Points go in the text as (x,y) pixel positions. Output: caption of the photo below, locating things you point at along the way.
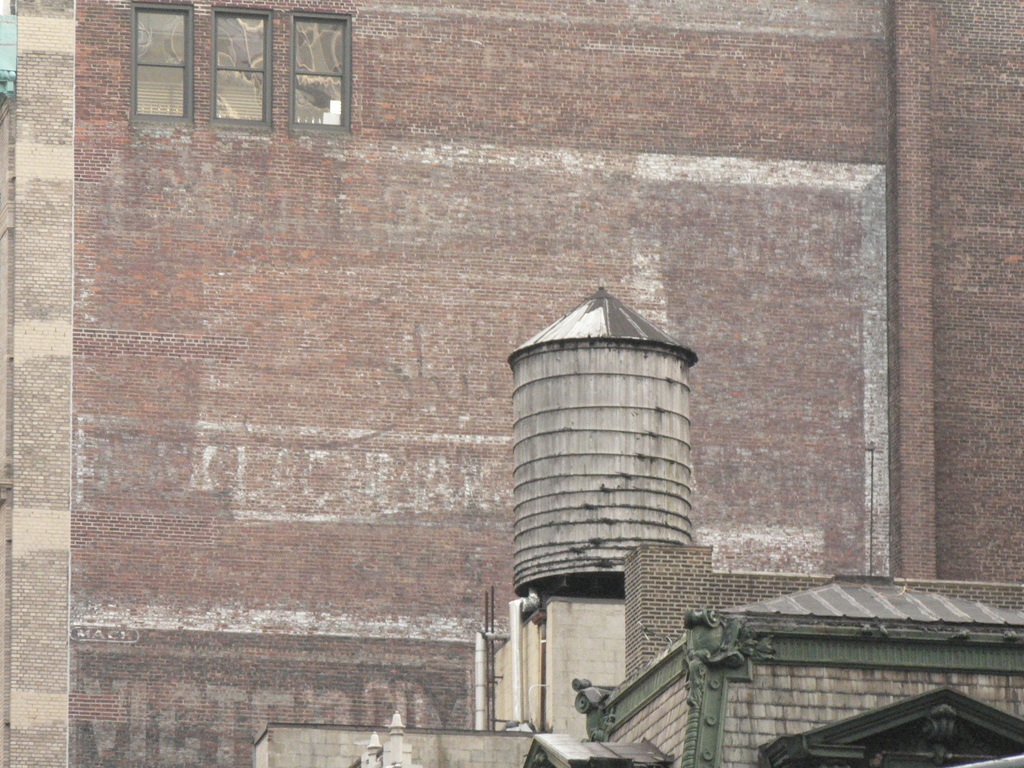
This picture shows buildings (667,597) and we see windows (232,68) on the wall (196,131) of the building (292,97).
